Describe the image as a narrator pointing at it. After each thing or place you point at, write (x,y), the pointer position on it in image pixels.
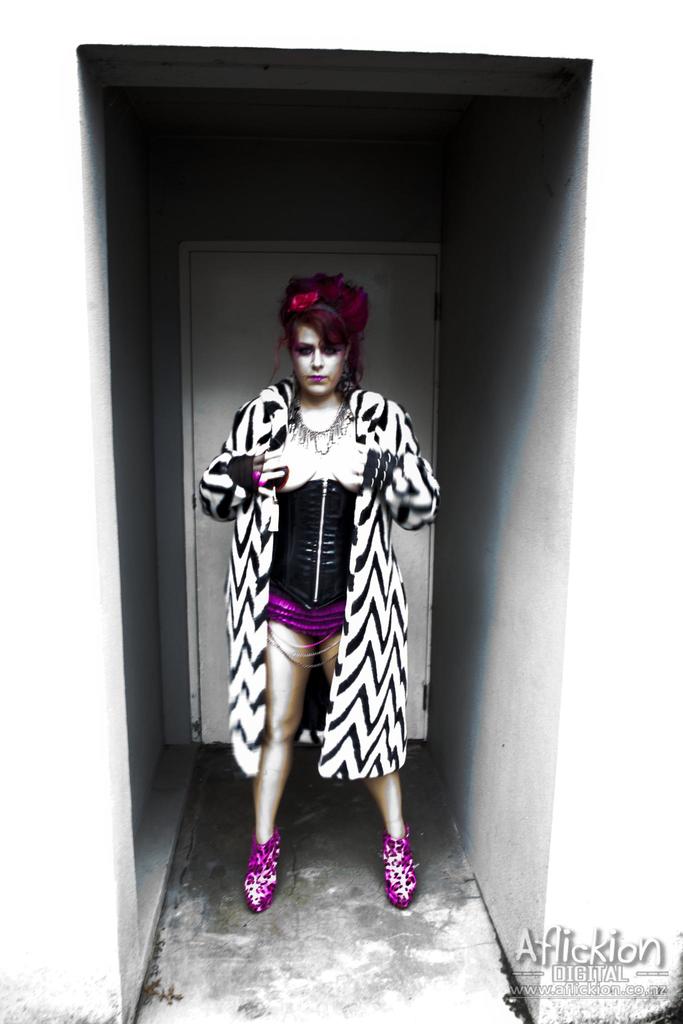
In this image a woman (380,690) wearing a jacket (375,697) is standing on the floor (343,881). Behind her there is a door (226,415) to the wall (169,416).
